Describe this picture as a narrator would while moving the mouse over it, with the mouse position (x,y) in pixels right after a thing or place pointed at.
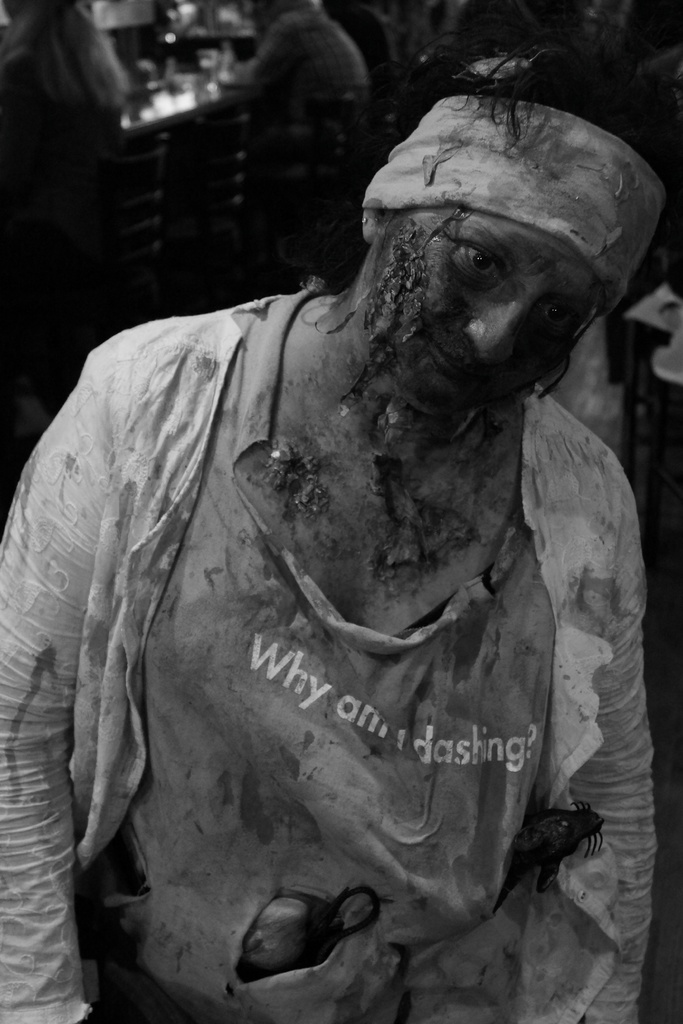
This is a black and white image. Here I can see a person (242,570) is injured. This person (233,654) is wearing a t-shirt (256,777), jacket (136,426) and a headband (537,185). In the background (308,59), I can see some more people (74,34).
